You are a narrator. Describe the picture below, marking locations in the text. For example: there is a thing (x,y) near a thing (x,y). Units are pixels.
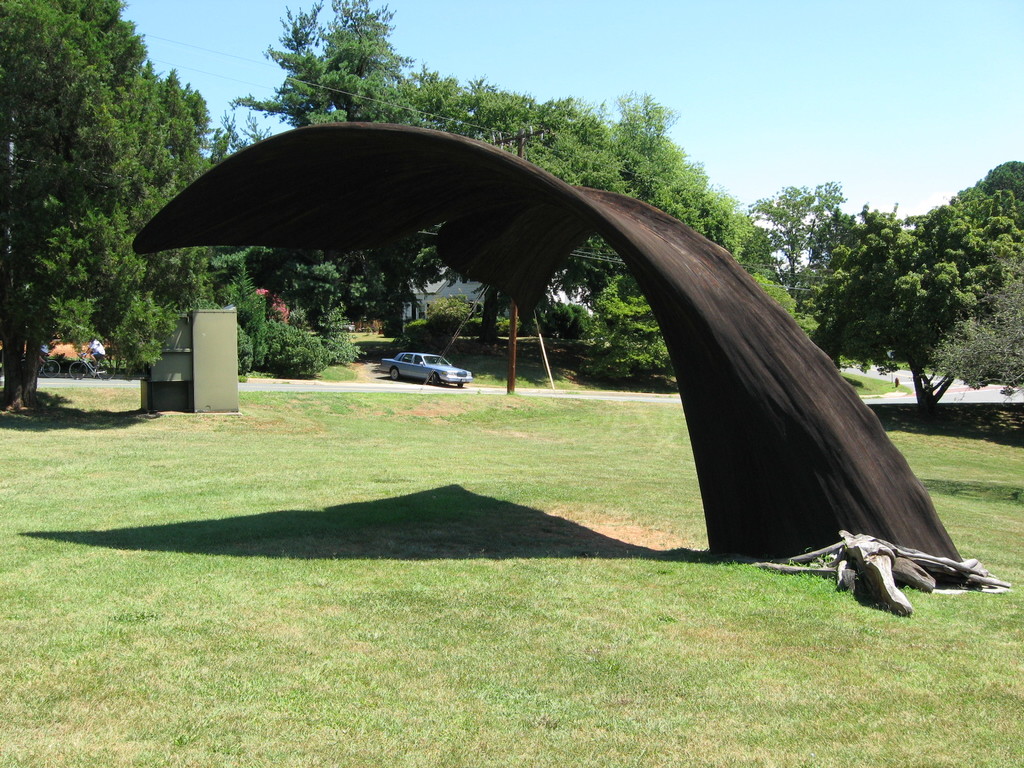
In this picture we can see an architecture (376,197), grass (477,548) and trees (850,302). There is a person (96,364) riding bicycle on the road (71,380), car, pole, wires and objects (216,357). In the background of the image (807,97) we can see the sky (792,94).
